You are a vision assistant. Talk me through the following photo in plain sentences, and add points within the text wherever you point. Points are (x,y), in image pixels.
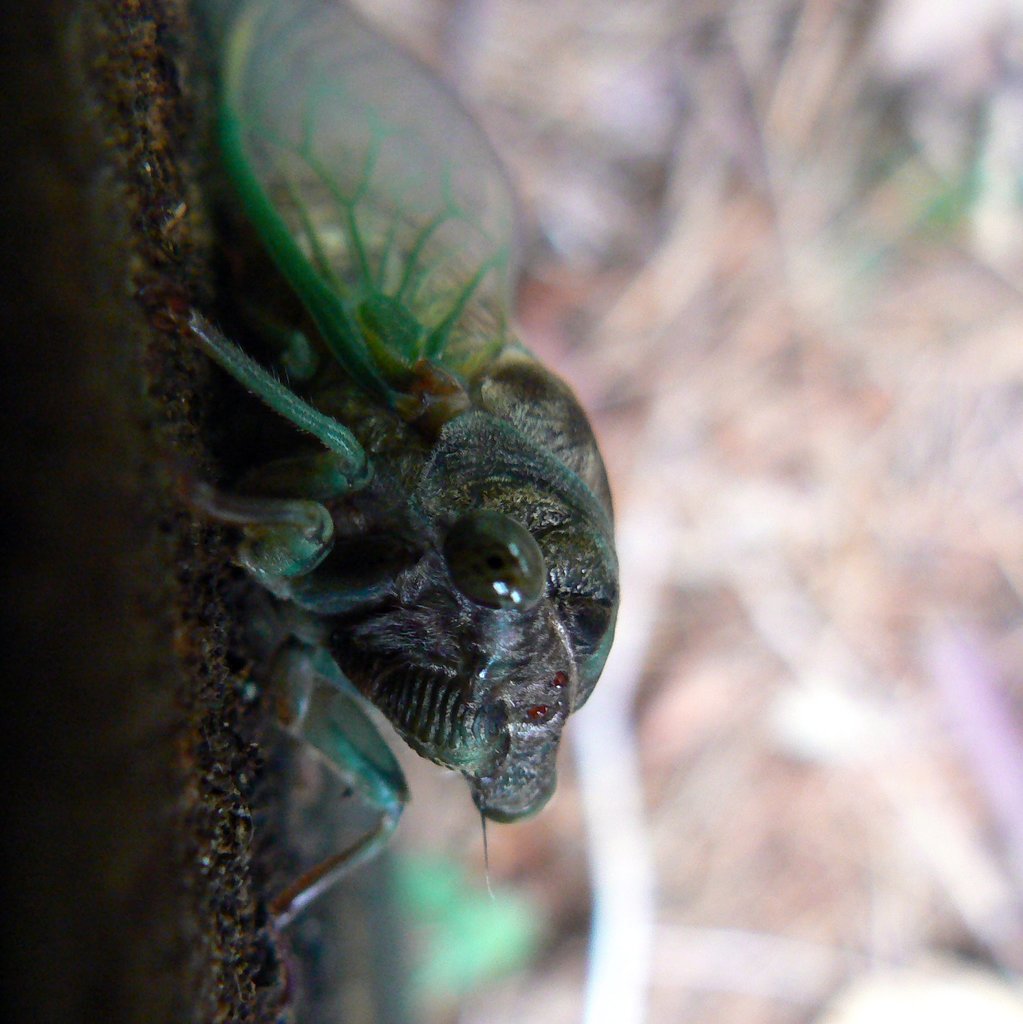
In this image I can see in the middle (567,584) it looks like an insect (428,539).
